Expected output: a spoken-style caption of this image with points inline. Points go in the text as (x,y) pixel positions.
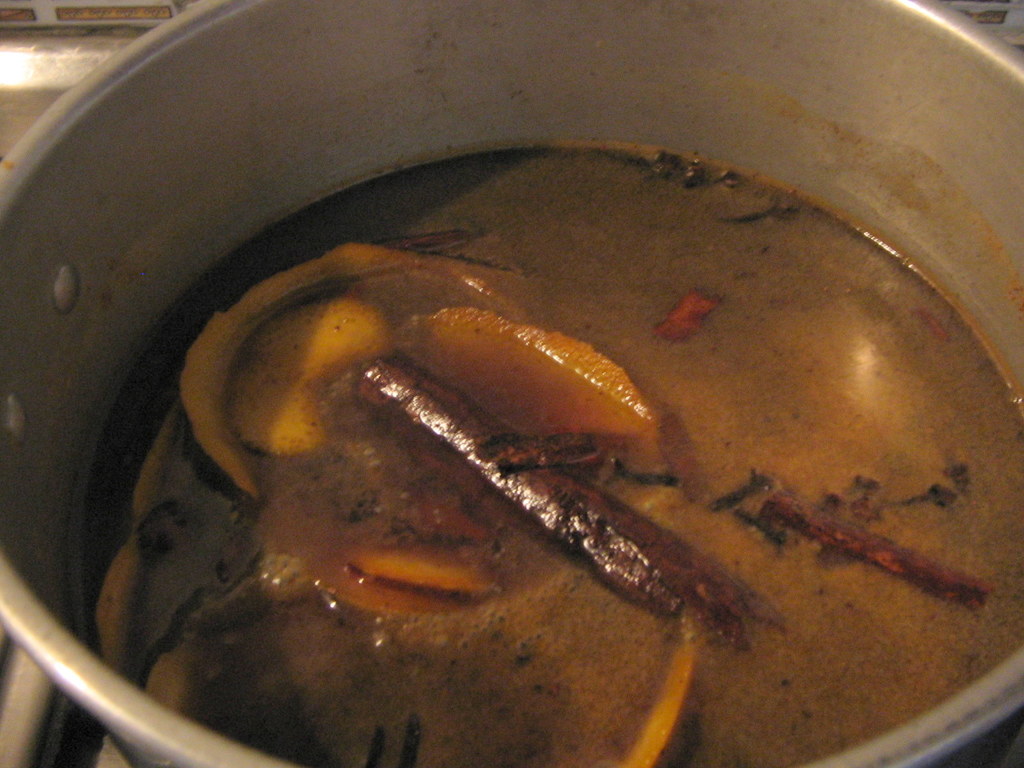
In this picture we can see food (348,356) and liquid (350,417) in a bowl (2,472).
